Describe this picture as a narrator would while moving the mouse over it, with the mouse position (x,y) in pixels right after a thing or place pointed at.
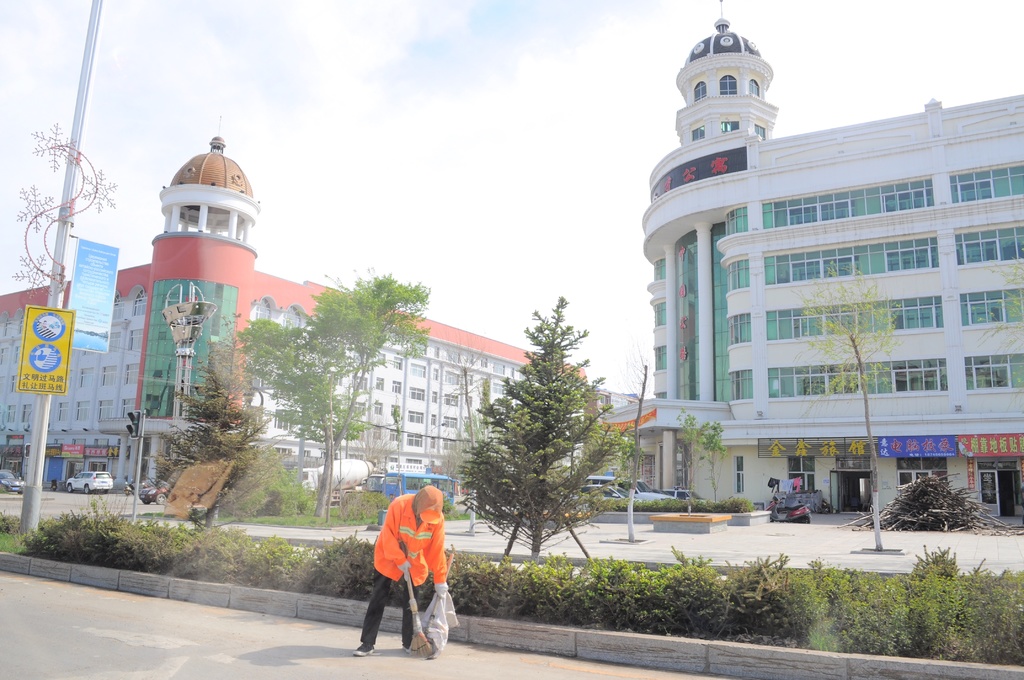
At the bottom of the image (386,549) on the road (319,638) there is a person (386,549) sweeping. Behind him there are small plants (323,574). And also there is a pole (54,294) with sign board (63,343). Behind them there are trees (172,454) and vehicles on the ground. In the background (653,480) there are buildings (865,231) with walls (720,205), windows (736,283), glasses (719,307), posters (112,249) and roofs (208,179). At the top of the image (336,128) there is sky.
